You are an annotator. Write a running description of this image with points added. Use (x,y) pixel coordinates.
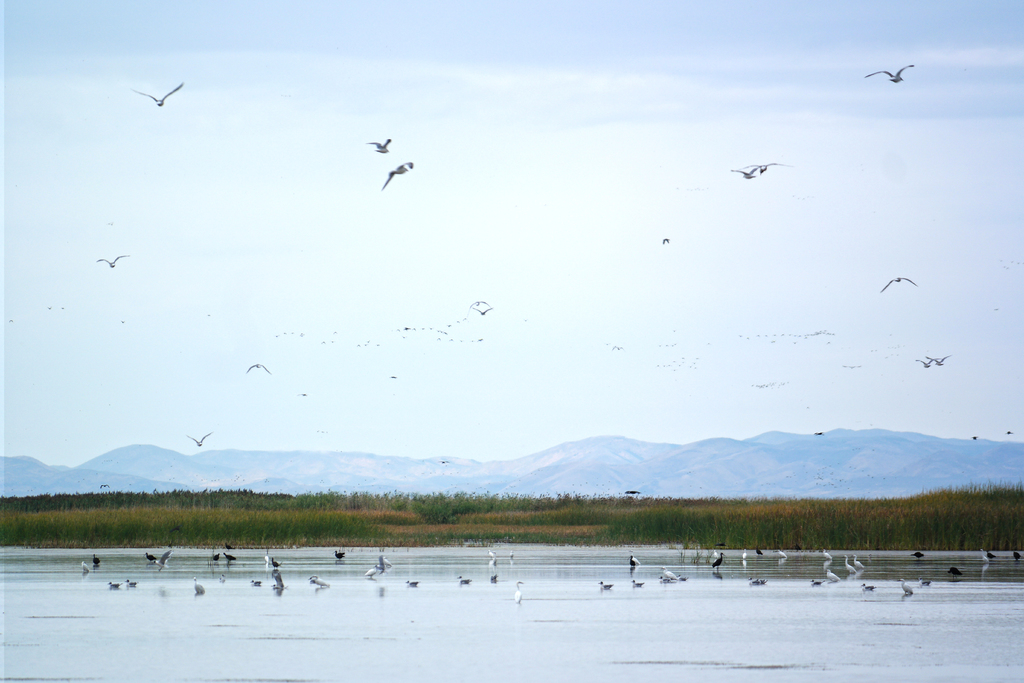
We can see birds (199,589) and water (220,571) and few birds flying in the air (153,112). In the background (926,211) we can see grass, hills (904,464) and sky (961,87).
